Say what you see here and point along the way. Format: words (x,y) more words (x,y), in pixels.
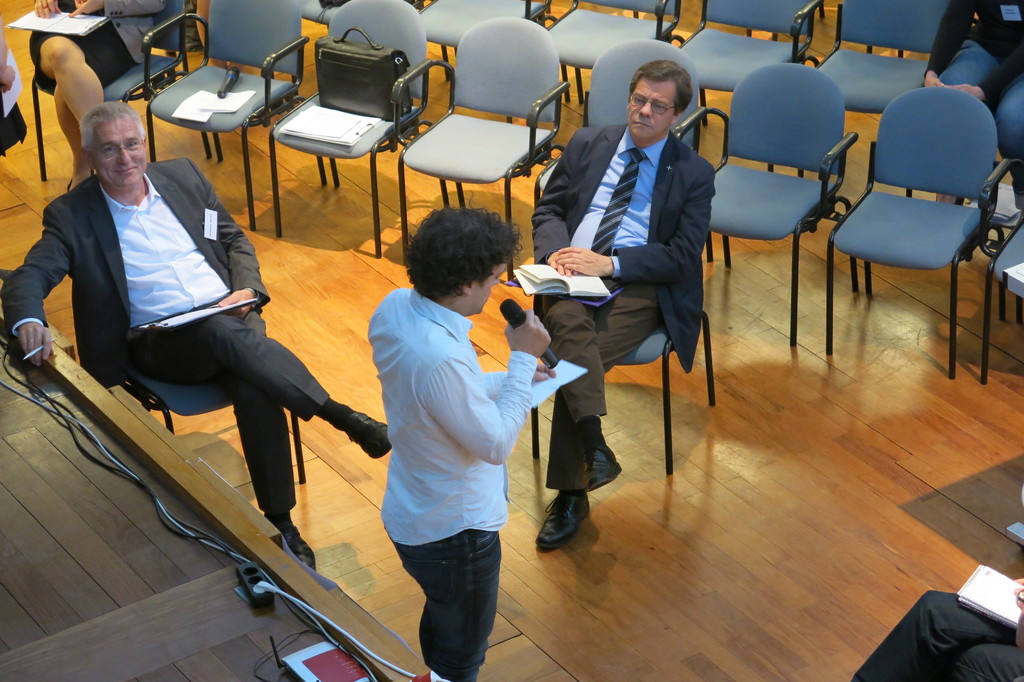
Here we can see a group of people (73,202) sitting on chairs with books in their hand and in the middle (430,237) there is a person (455,275) speaking something in the microphone (542,357) present in his hand (534,343).
